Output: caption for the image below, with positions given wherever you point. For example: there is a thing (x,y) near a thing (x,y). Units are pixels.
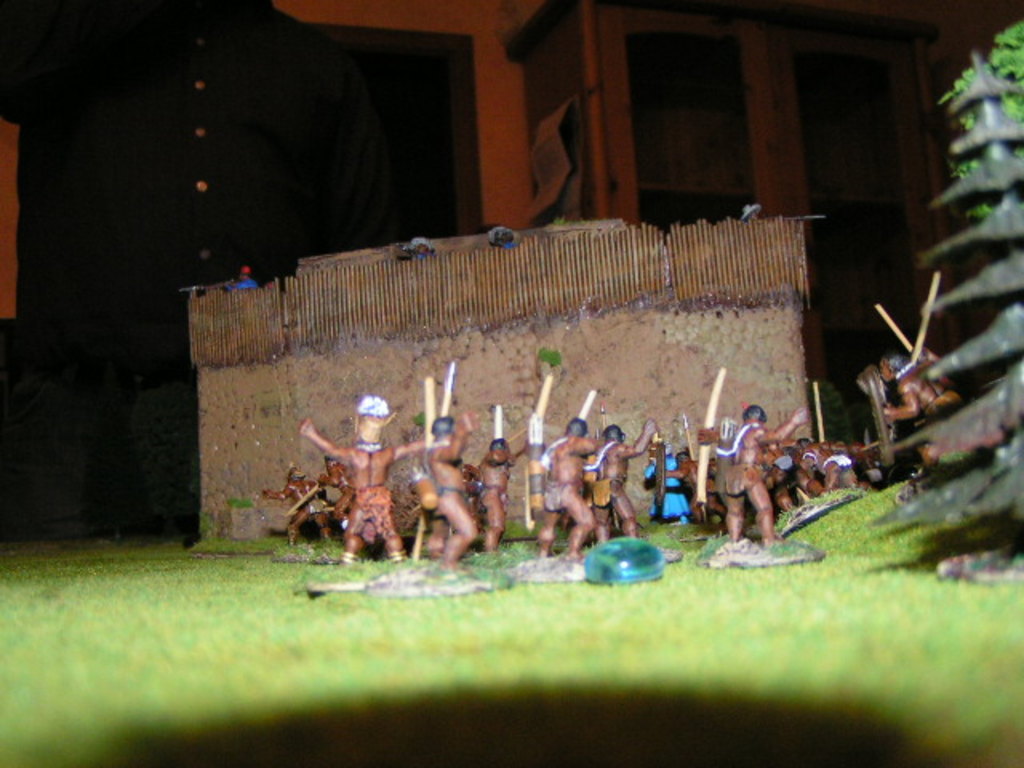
In this image in the center (497,420) there are toys (438,493) and there is carpet grass (201,626). In the background (290,149) there are persons (256,161) and there is a cupboard (746,125).
